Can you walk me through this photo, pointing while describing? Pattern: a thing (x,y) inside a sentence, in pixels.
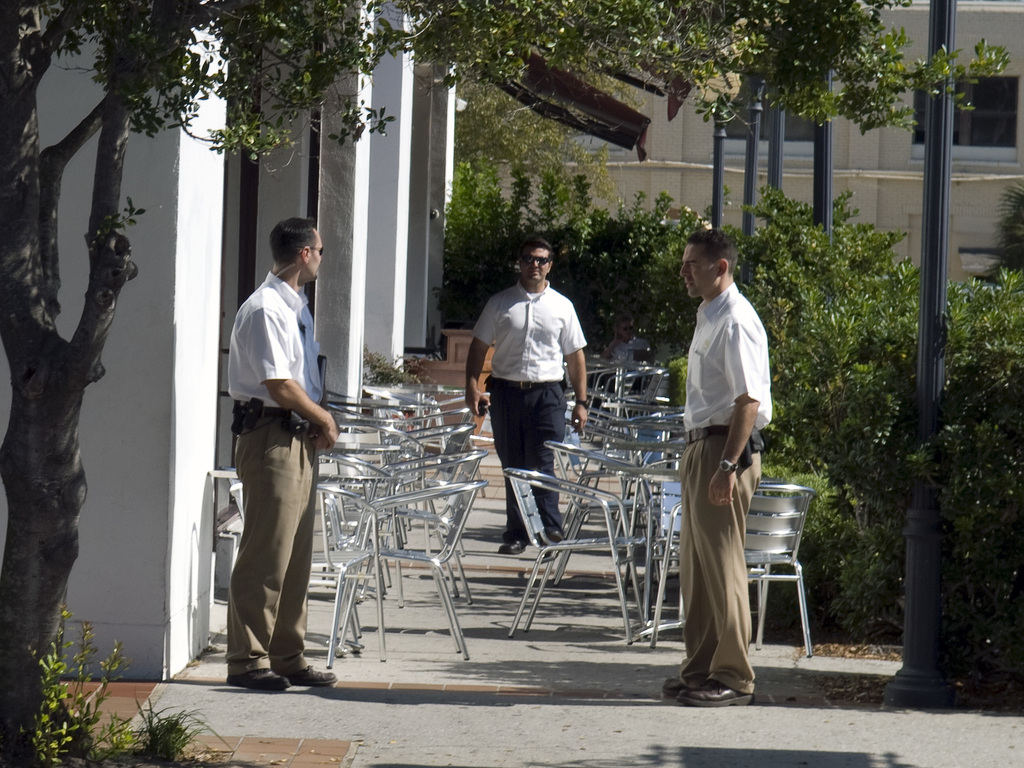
In this image, I can see three persons (521,358) standing. There are tables (407,395), chairs (658,459), plants (560,212), trees (51,501) and pillars (414,192). On the right side of the image (927,216), I can see the poles (942,222). In the background (865,134), there is a building (921,134) with windows (982,122).
